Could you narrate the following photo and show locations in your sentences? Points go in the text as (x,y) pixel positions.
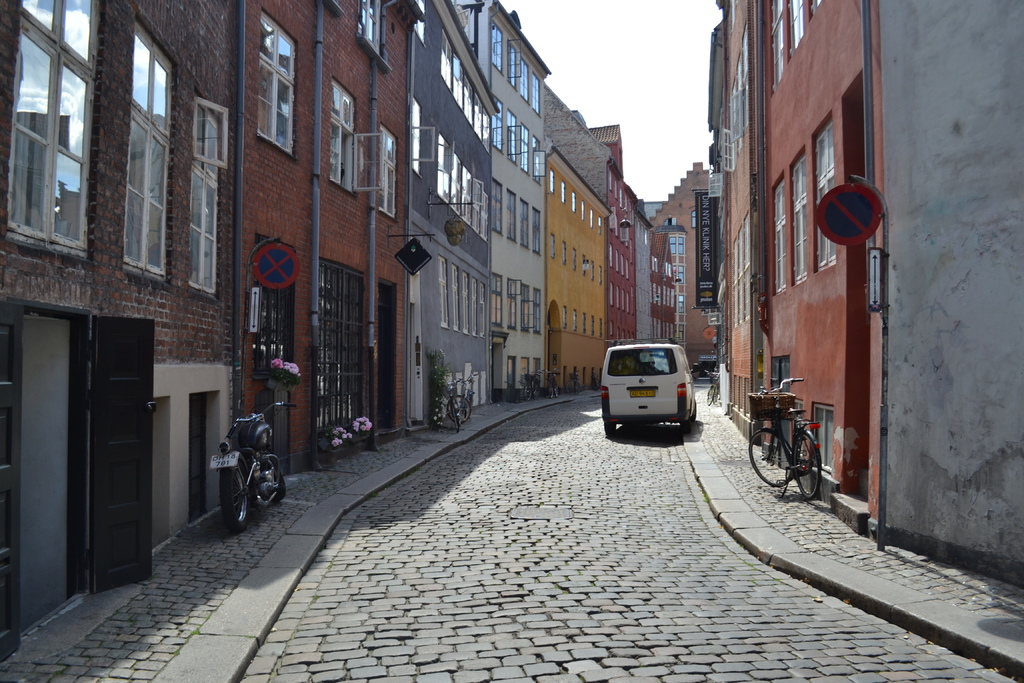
In this picture we can see a vehicle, motorcycle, bicycles (780,425) on the ground (562,631), here we can see buildings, plants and boards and in the background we can see the sky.
